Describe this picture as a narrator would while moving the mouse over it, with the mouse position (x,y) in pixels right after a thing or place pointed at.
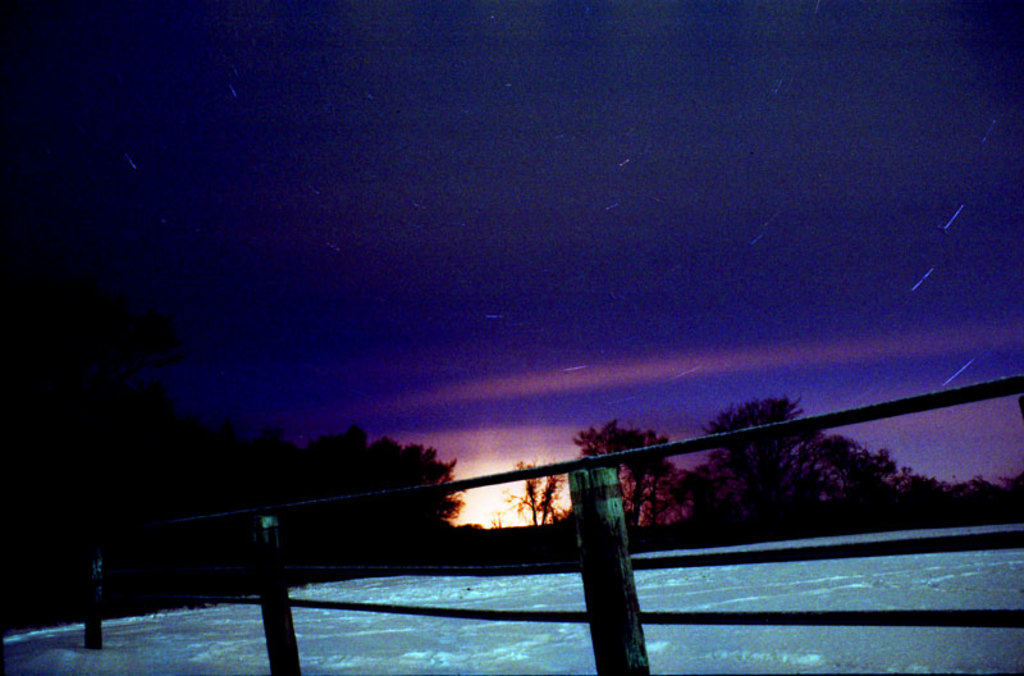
In this image we can see snow (557,628), fencing (773,624), trees (191,542), sky (486,260) and clouds (725,351).
